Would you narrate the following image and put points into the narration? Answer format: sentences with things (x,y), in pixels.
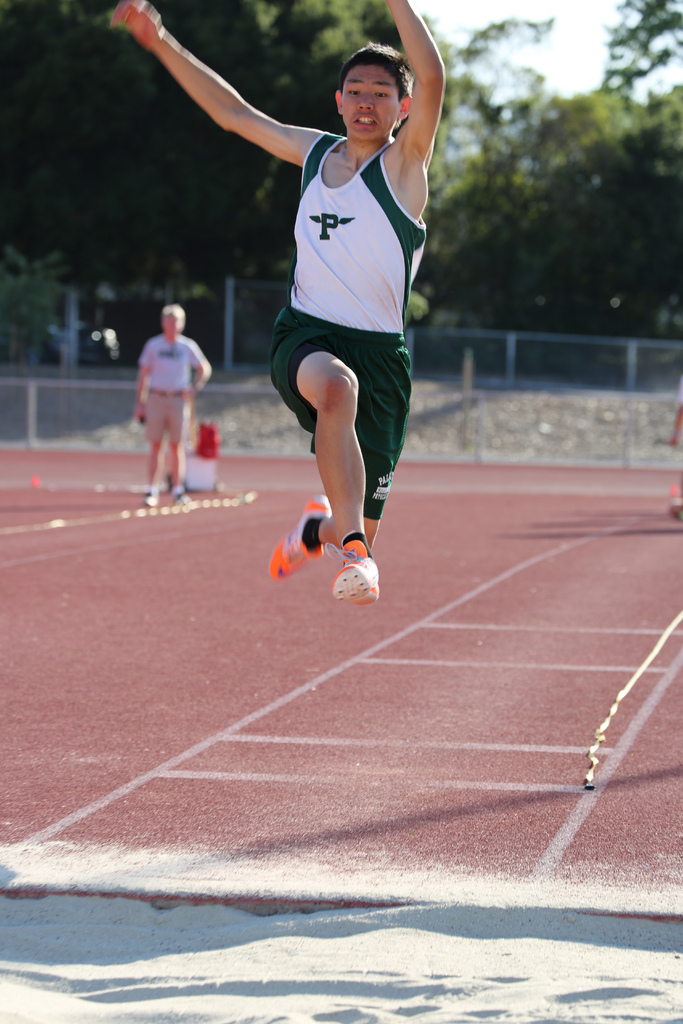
In this picture there is a boy (356,242) doing sports, wearing white t-shirt (366,267) and a green shorts (387,430) is jumping in the sand (292,964). Behind there is a red color flooring (527,633). In the background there is a man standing and looking to him.
